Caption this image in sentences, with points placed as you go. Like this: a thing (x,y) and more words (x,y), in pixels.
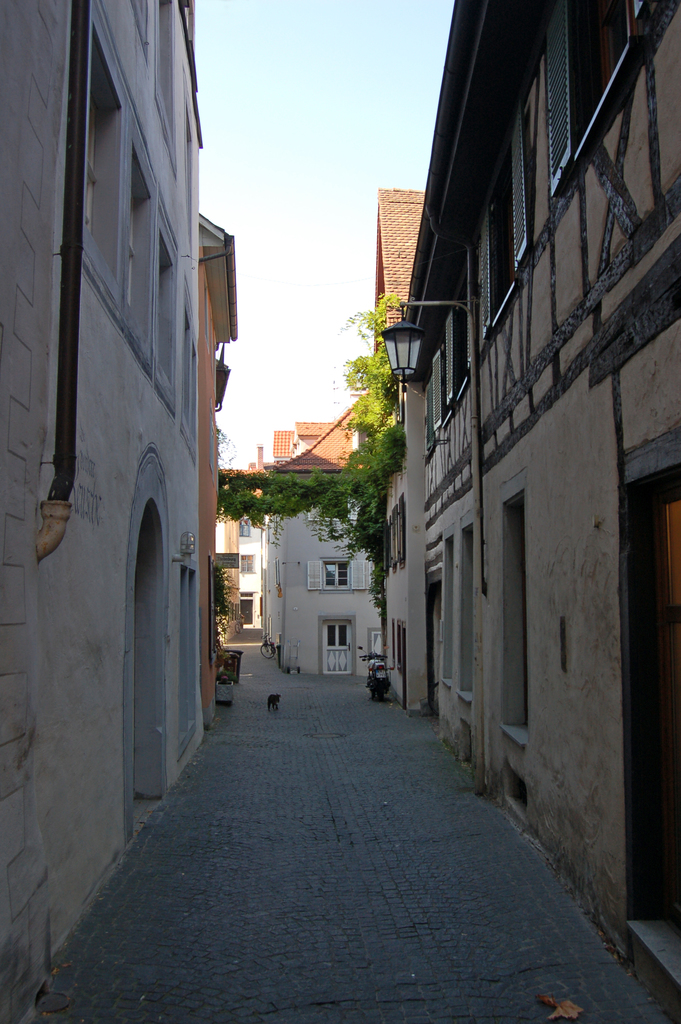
In this picture, I can see few buildings (320,450) and a tree (380,460) and a light (410,373) on the wall (491,356) and i can see a animal (274,699) walking and a motorcycle (377,698) on the right side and a bicycle (264,642) and i can see a blue cloudy Sky (318,159).
